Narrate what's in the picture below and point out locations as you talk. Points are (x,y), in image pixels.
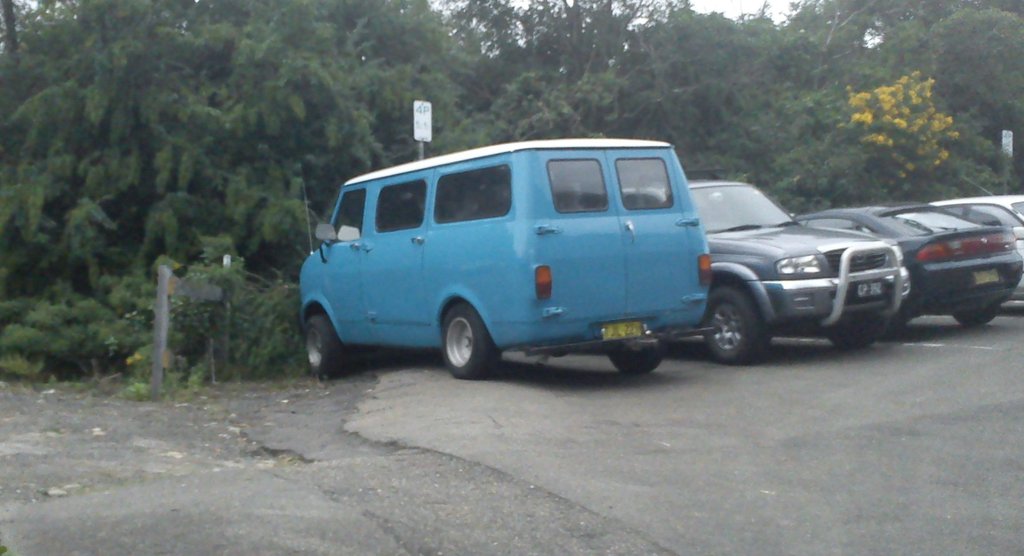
In this image, we can see few vehicles (659,323) are parked on the road (719,455). Background (947,106) we can see so many trees (943,189), flowers (923,118), boards (428,116) with poles (1006,179).
